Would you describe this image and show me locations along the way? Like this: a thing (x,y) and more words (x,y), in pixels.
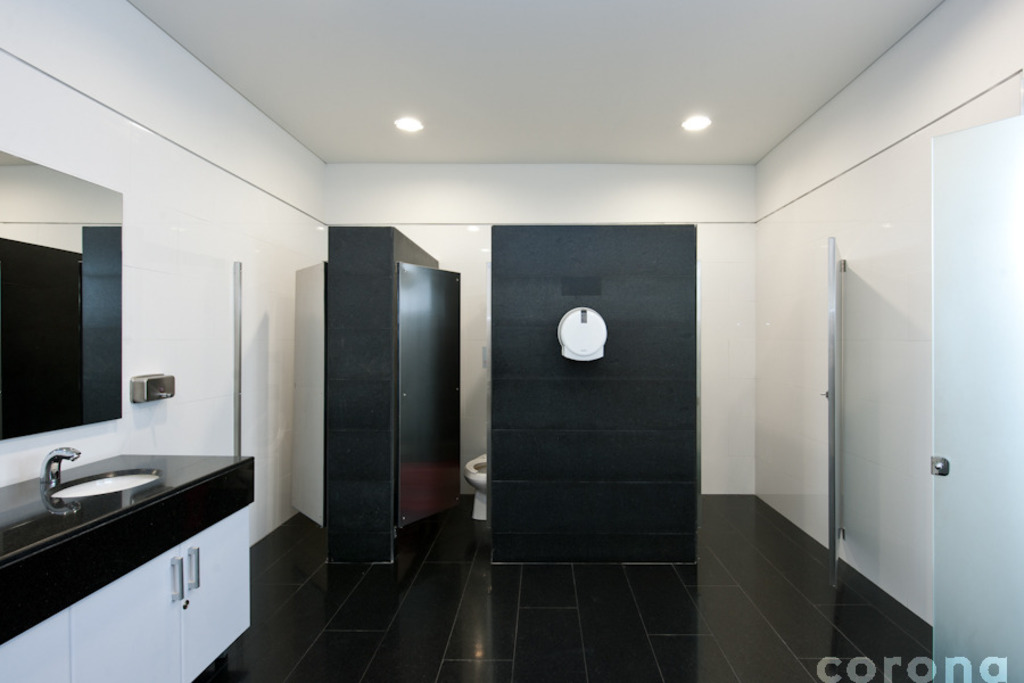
it looks like a restroom (188,415). Here we can see doors (954,444), toilet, walls (565,492), some objects (137,393). At the bottom (503,609), there is a floor (493,650). Left side of the image (192,626), we can see cupboards (57,624), white sink (99,492) with tap (58,460) and mirror (94,379). Here there is a glass door (972,334). Top of the image (729,76), there is a ceiling (498,85) with lights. Right side (937,673) corner, there is a watermark (982,666) in the image.
